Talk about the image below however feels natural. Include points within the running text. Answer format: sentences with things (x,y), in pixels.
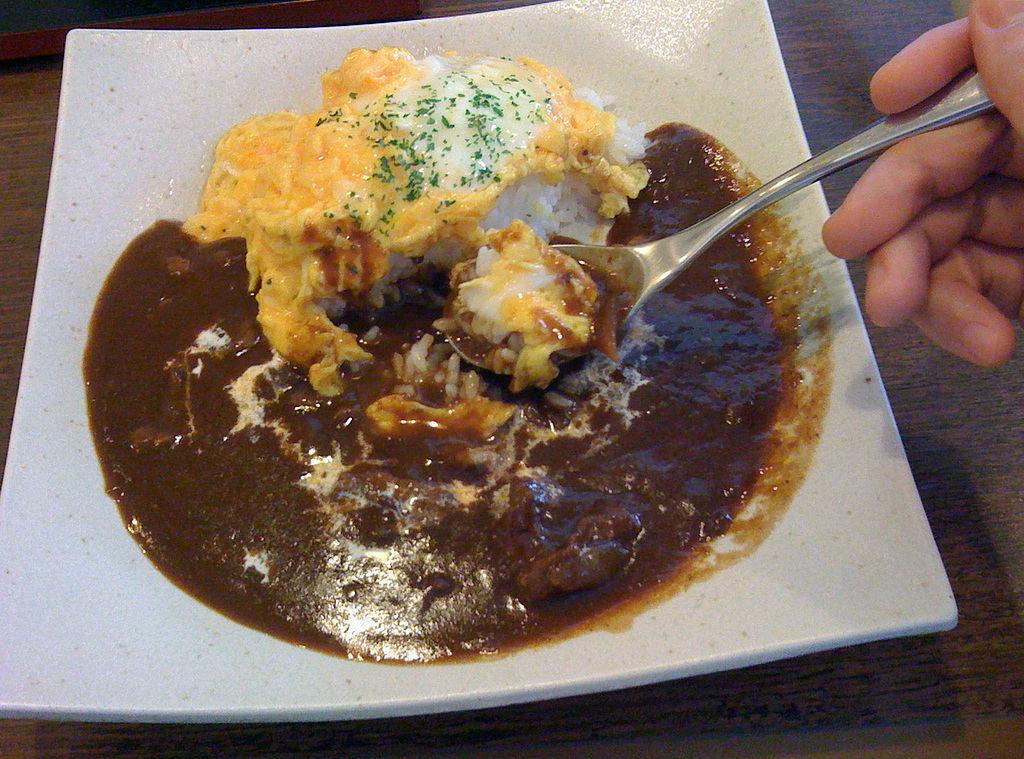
In this image we can see some food (355,409) in the plate (427,347). We can see a person (1007,248) holding a spoon (888,131) at the right side of the image (954,222). There is a wooden object (496,722) below the plate (58,573).
